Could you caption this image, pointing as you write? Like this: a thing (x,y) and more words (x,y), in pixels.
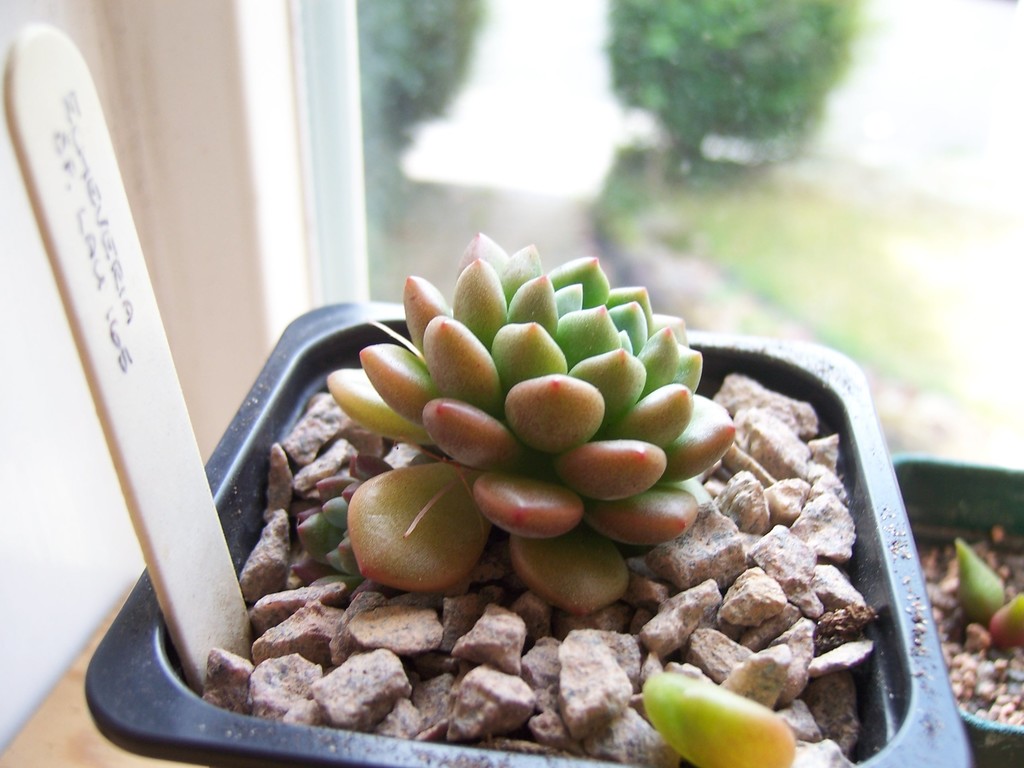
In the foreground (523,525) I can see houseplants (669,536), stones (684,559) and a stick (184,505). In the background (761,298) I can see a window (383,244), trees (646,166) and a wall (223,230). This image is taken, may be in a room (678,499).
